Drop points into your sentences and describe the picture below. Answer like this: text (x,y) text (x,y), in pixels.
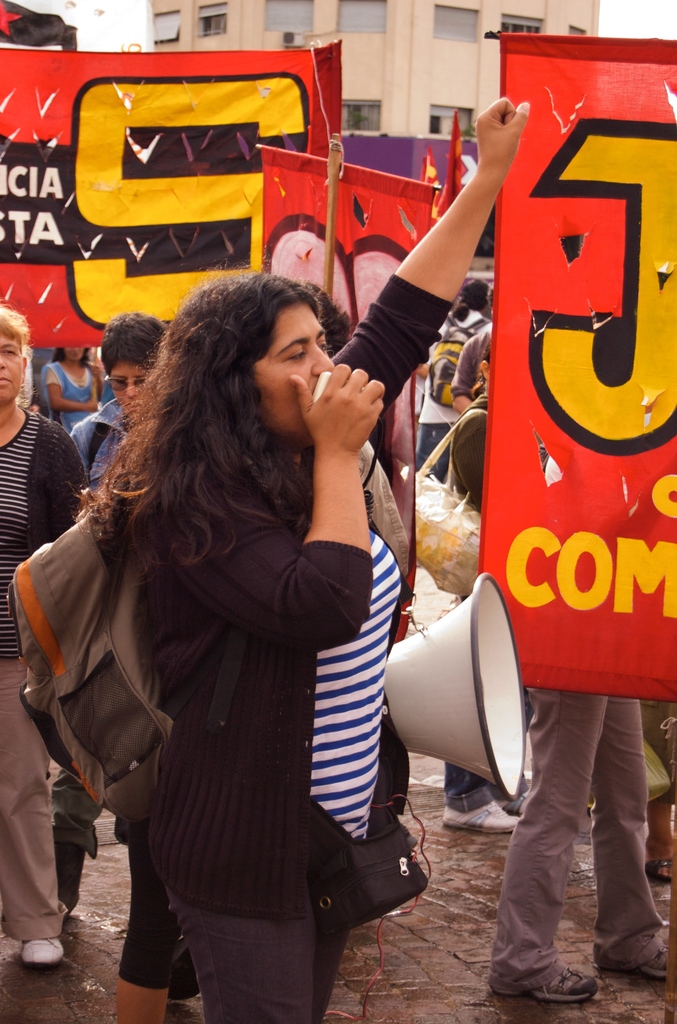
In this image we can see a woman (337,626) is holding an object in her hand (368,415) and carrying bag (158,709) on her shoulders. In the background (569,722) we can see a speaker (446,678), banners (592,95), few persons (85,364), building (394,95), windows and objects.
